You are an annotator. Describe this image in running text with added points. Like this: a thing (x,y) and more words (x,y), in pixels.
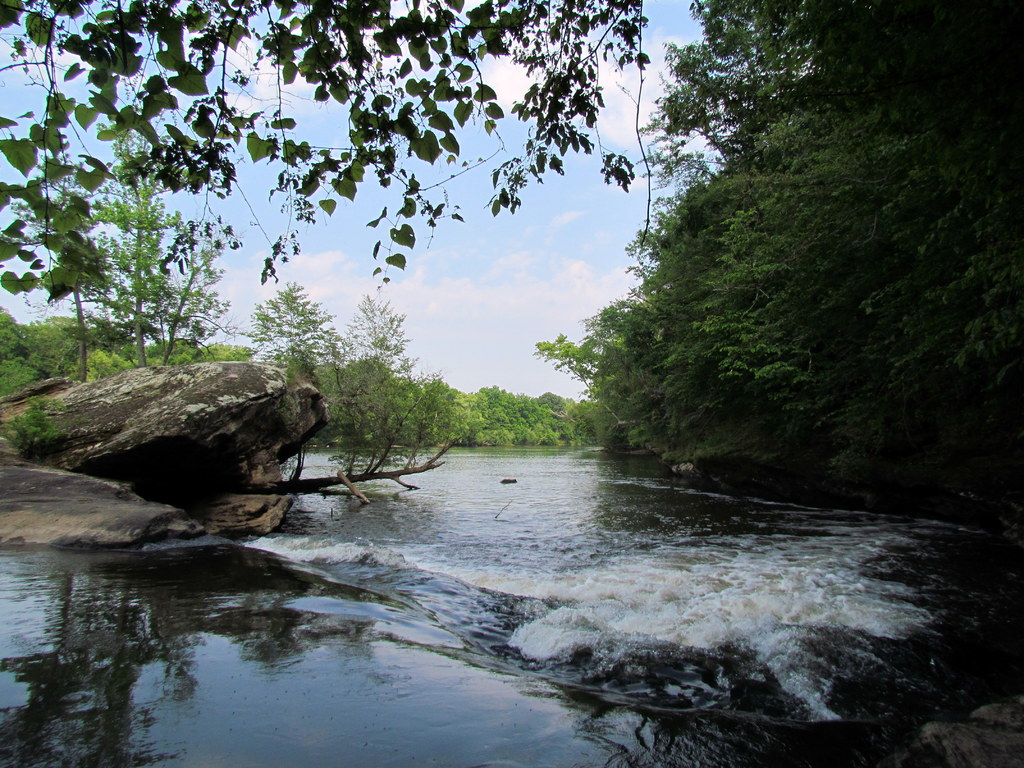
This is a view of river (308,467). At the center of the image (378,500) there is a river (555,500). On the right (954,380) and left side of the river (535,526) there are trees (924,367). In the background (579,400) there is a sky (482,326).
